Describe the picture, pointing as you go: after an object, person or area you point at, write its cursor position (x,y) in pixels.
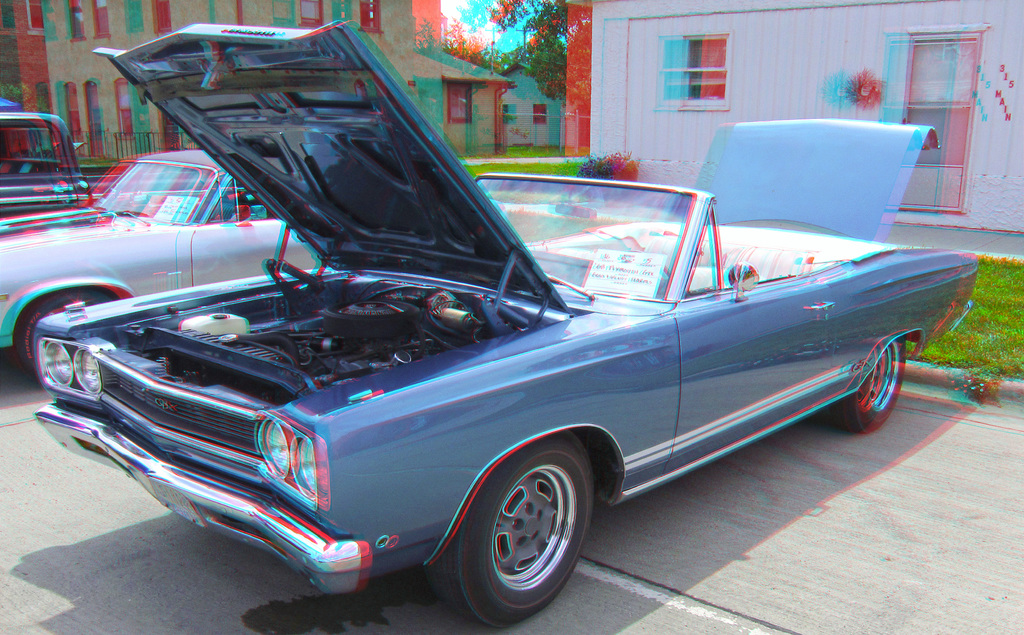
In this image we can see a few cars (558,266) and posters (176,214) with some texts (620,254) written on it, there are some houses (515,78), windows (456,95), trees (543,53), grass (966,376), and the clouded sky (484,24).
